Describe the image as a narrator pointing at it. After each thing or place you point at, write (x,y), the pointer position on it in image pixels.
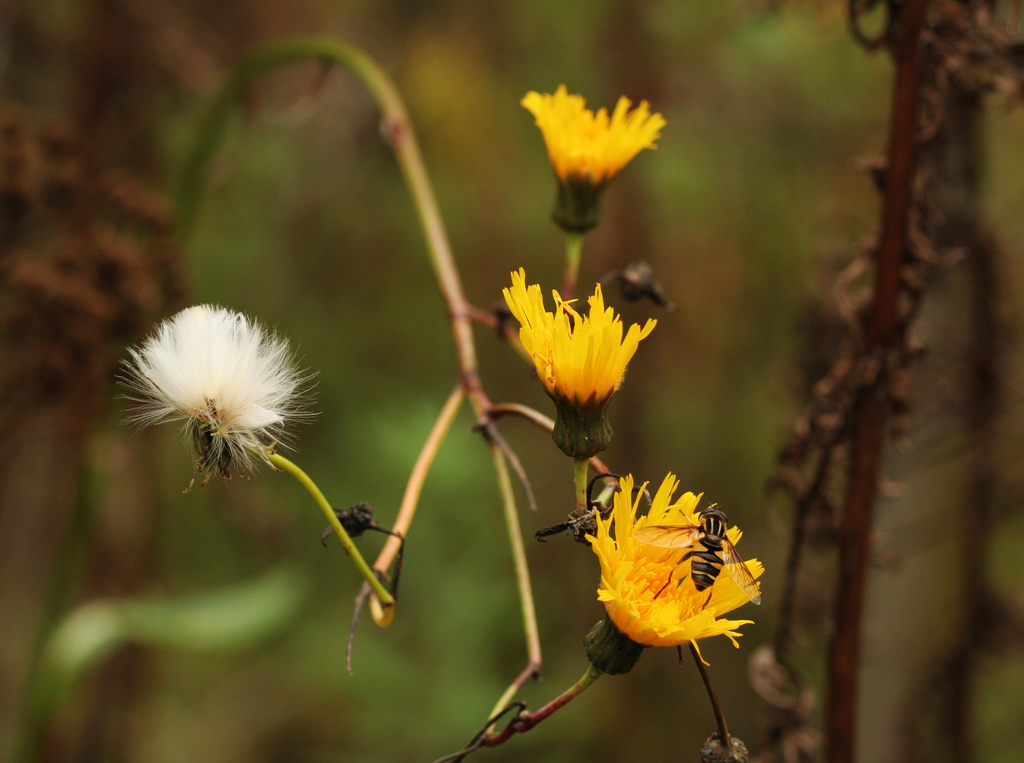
In the picture there are some flowers (743,603) to the branch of a plant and there is an insect (721,559) on one of the flower (641,543).
